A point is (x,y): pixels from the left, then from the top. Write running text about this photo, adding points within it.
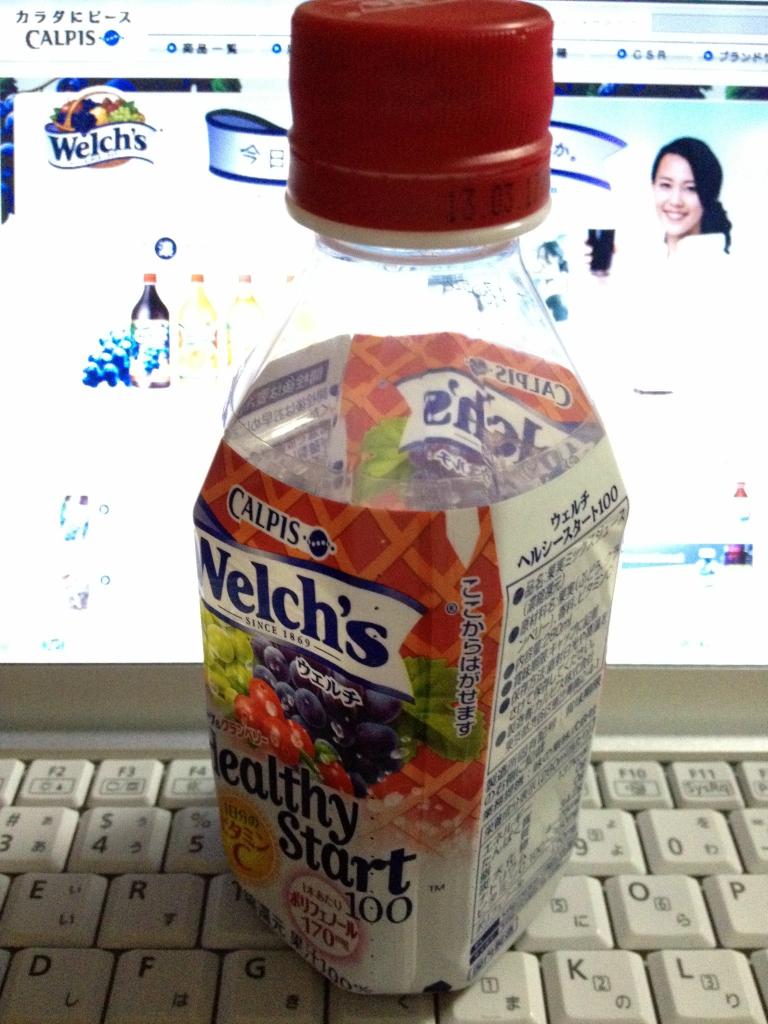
This bottle (533,398) is highlighted in this picture and this bottle (413,854) is kept on this keyboard (684,930). In-front of this keyboard (684,930) there is a screen (697,413), on this screen (135,418) there are bottle (162,325) and a woman (670,286) is holding a glass (610,236).
